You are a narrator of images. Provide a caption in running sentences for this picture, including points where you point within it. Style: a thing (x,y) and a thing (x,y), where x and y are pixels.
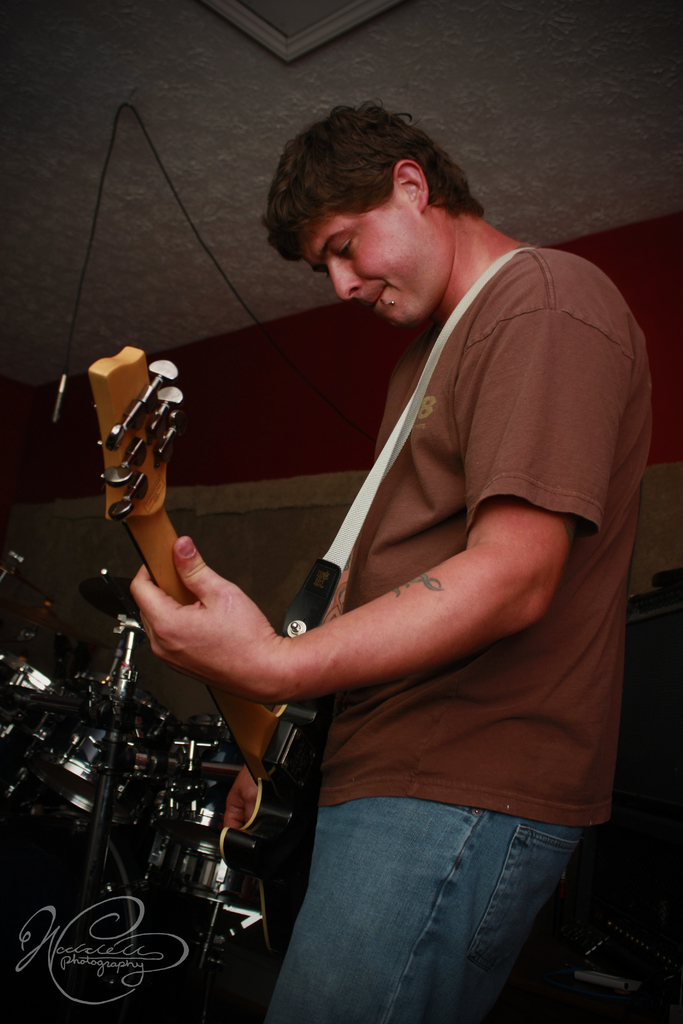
In this image I see a man (351,868) who is holding a guitar (284,845) and In the background (14,730) I see few musical instruments (12,740).
